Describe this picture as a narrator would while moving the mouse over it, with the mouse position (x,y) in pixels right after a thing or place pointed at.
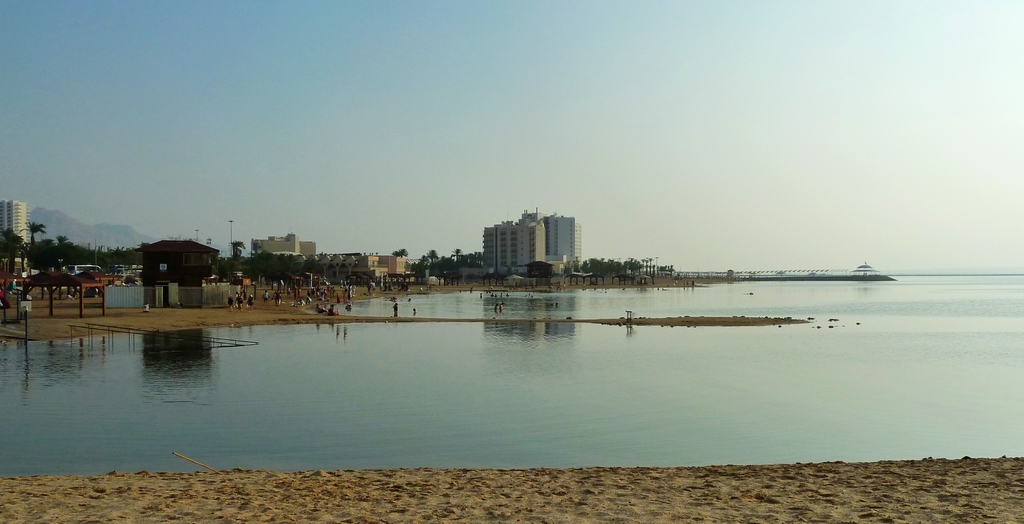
In this image there is water (764,337), in the background (64,237) there are people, buildings (362,270), trees (55,254), mountain (98,238) and the sky (836,131).
